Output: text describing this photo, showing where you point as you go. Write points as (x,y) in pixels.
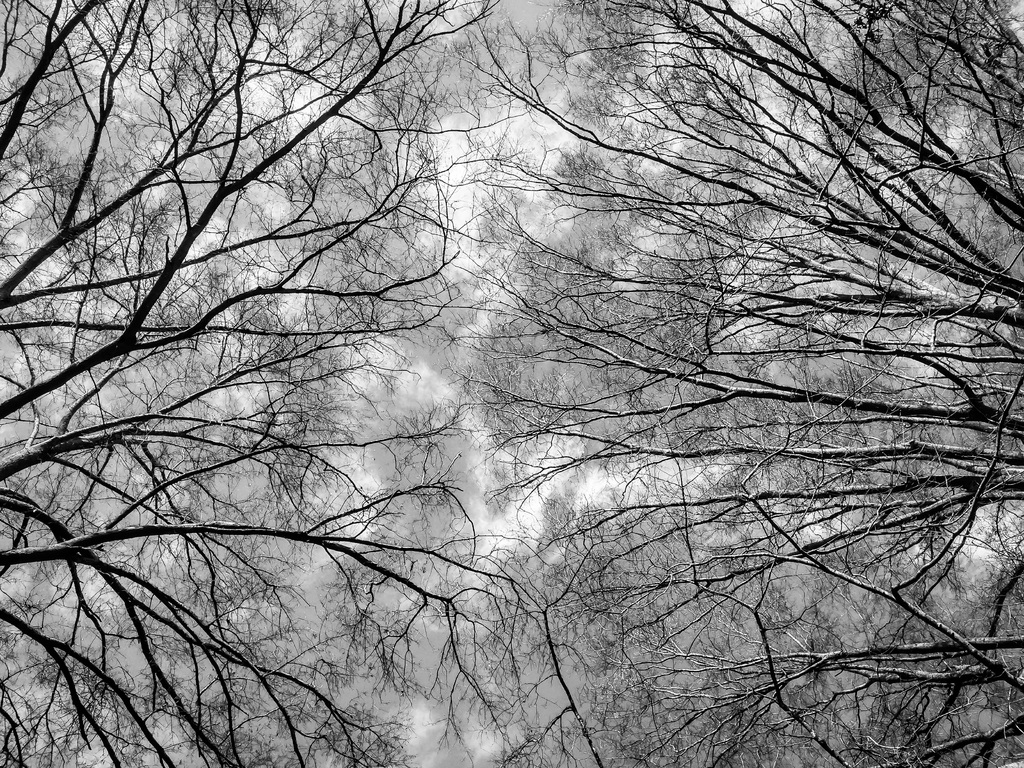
In this image there are trees (72,571).
